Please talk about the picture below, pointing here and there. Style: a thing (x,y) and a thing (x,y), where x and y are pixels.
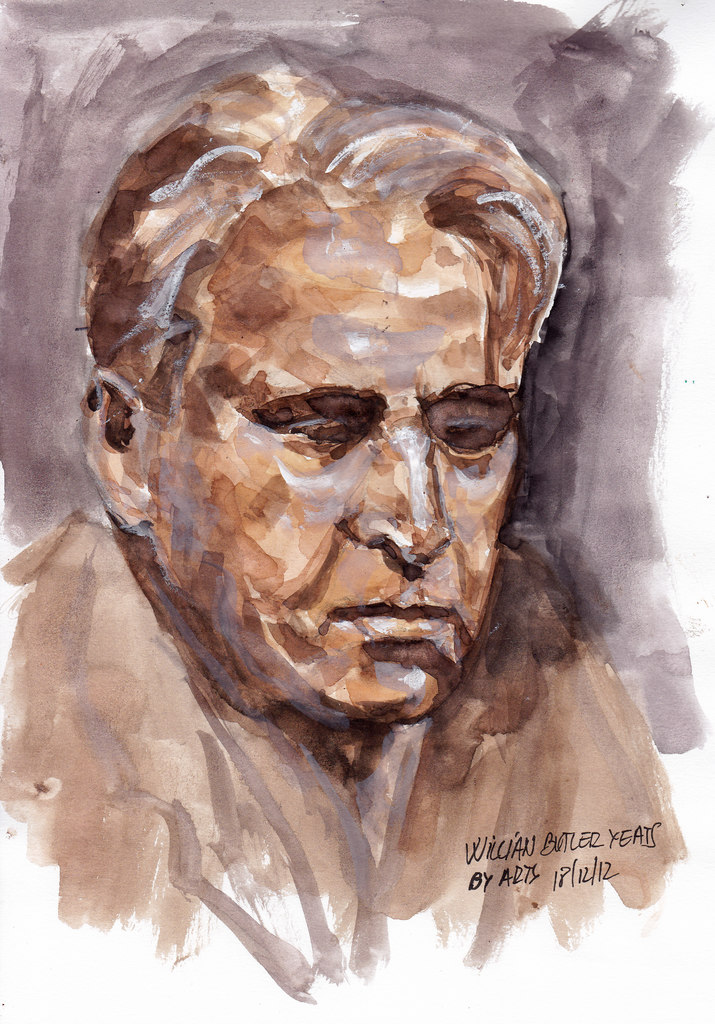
In this image, we can see a painting (320,794). Here we can see a person (387,684). On the right side of the image (502,881), we can see some text (532,864).
